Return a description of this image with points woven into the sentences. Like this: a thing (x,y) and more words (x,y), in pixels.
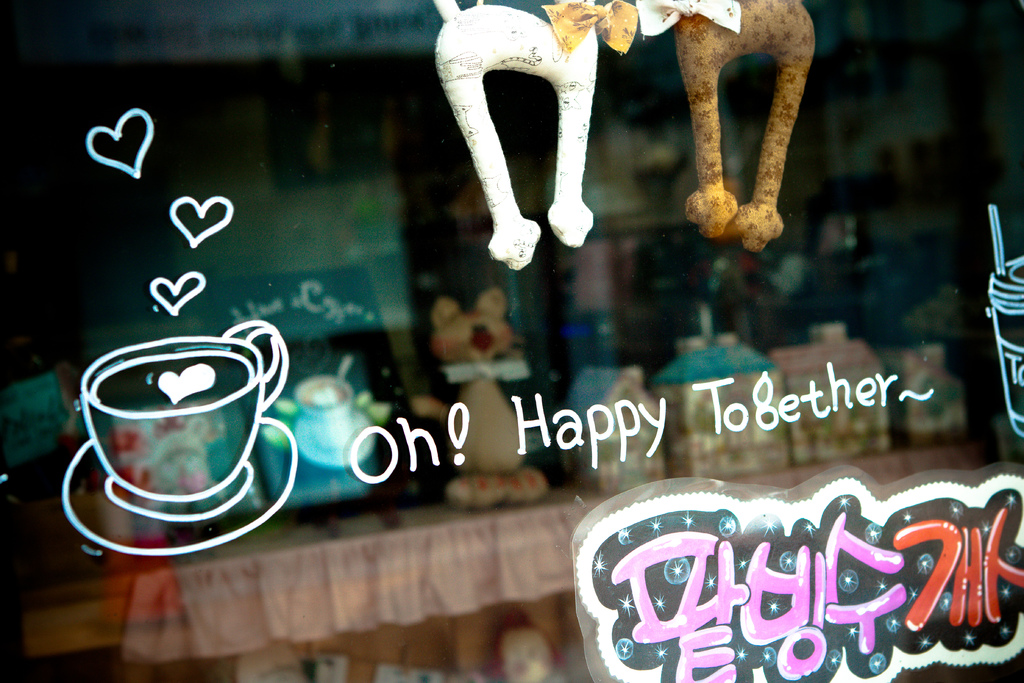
In the foreground of the picture (369,119) there is a glass (663,289), on the glass (948,394) there are stickers (777,542). Behind the glass (411,49) there are toys (501,355), dolls (484,394). In the center of the background (380,559) there is a table (409,509), on the table (570,501) there are toy houses (690,385), frames (307,403) and other objects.
